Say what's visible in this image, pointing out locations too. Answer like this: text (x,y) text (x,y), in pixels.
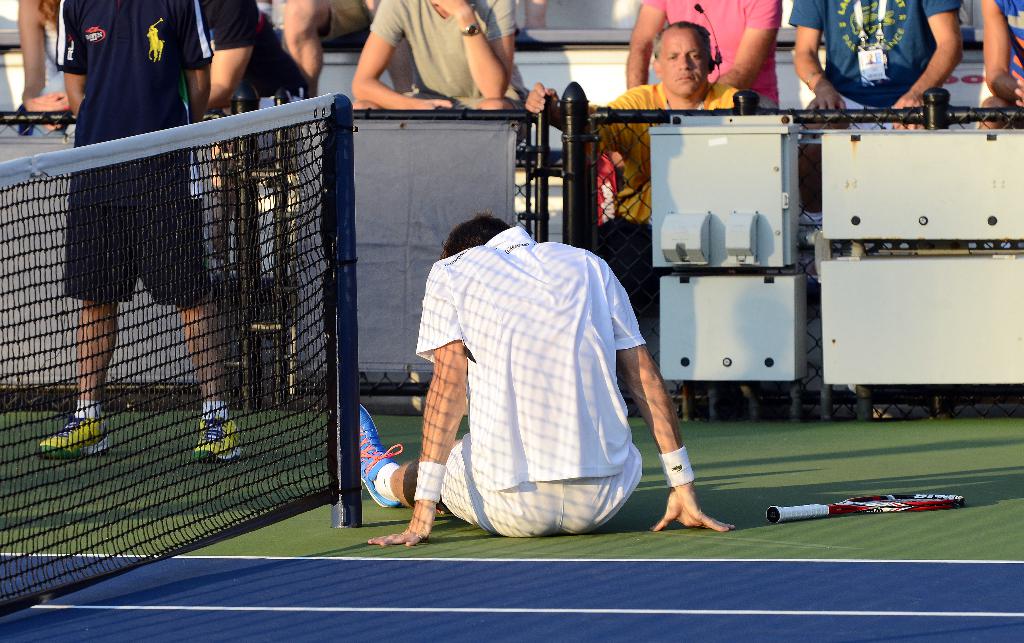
In this image we can see a person (396,499) sitting on the ground (950,438) and to the side, we can see a racket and there are some people (858,92) in the stadium (841,241). On the left side (187,382), we can see the net (229,234) and there is a person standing near the net (253,285).
